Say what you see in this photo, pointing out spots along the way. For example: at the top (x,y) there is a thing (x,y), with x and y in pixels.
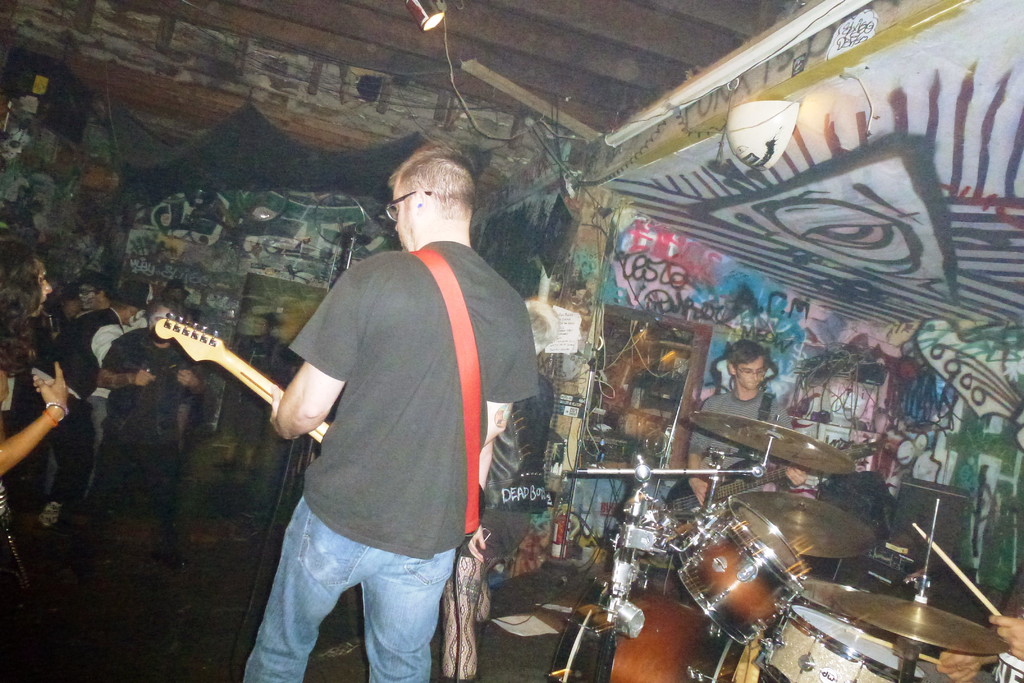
In the image we can see there is a man (429,445) who is holding guitar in his hand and here there is a drum set (662,614) and here another man (741,376) is holding guitar (720,488) in his hand (703,480) and on the other side people (75,323) are standing.
